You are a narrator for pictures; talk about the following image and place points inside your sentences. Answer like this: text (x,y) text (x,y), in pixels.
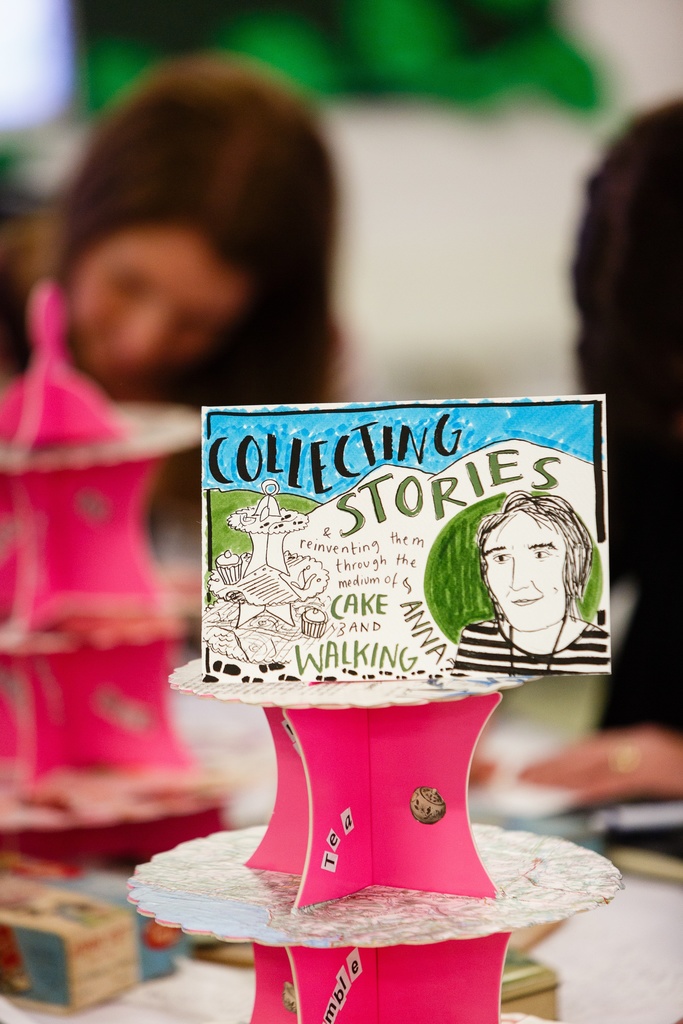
In this image we can see a board (370,485) with text (367,530) and image (437,598) and we can see the pink color objects (197,816). We can see a person (216,285) with blur background (270,371).
